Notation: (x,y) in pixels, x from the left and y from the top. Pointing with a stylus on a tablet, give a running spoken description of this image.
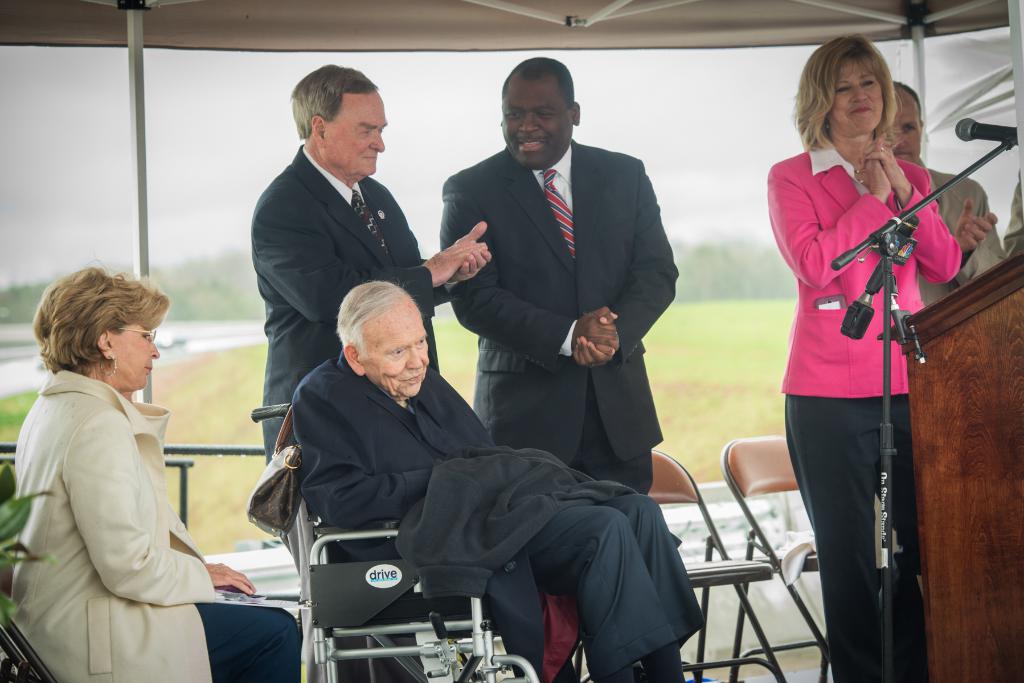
At the bottom of the image (136,618) two persons (71,593) are sitting. Behind them few people (822,568) are standing. Behind them we can see some chairs (679,461), grass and trees (254,305). In the bottom right corner of the image (1014,469) we can see a podium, on the podium (1023,261) we can see a microphone (964,130). At the top of the image (880,5) we can see a tent (110,42). In the bottom left corner of the image (5,543) we can see a plant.
